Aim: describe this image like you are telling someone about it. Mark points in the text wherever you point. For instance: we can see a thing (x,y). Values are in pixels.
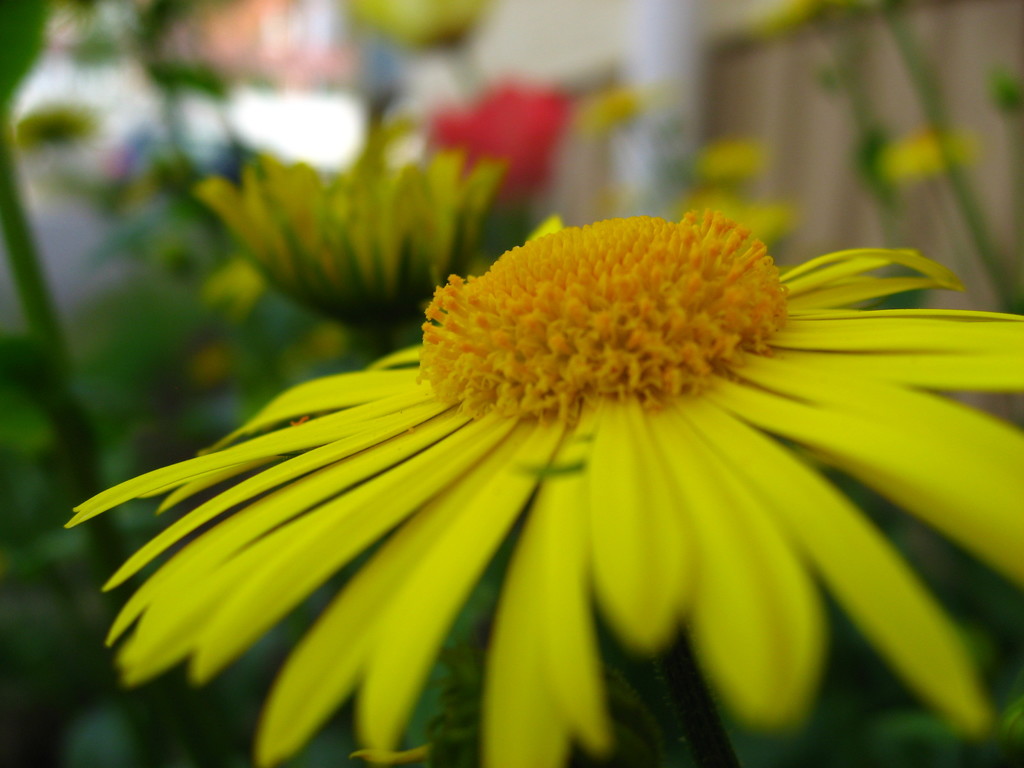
In this picture I can observe flower (521,330) in the middle of the picture (530,384). The background (818,131) is blurred.
